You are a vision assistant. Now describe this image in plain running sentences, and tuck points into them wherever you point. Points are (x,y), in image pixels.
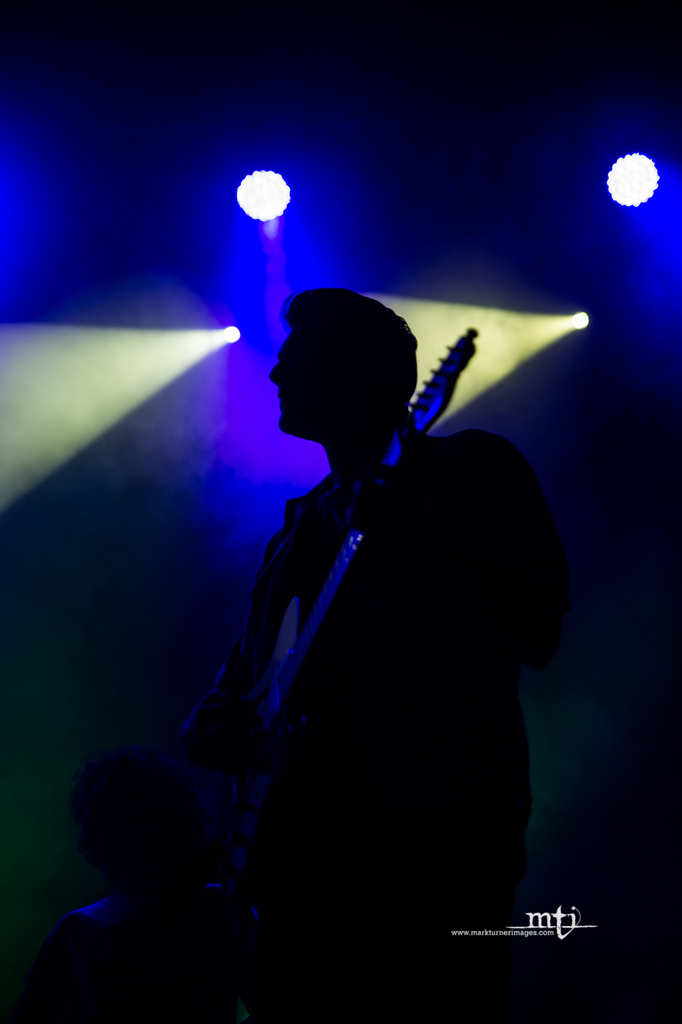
In this image, we can see a person (407,586) is holding a guitar (328,586). Background (643,601) there is a dark view. Here we can see few lights (404,303). At the bottom of the image (155,964), we can see a person (137,899) and watermark (514,933).
